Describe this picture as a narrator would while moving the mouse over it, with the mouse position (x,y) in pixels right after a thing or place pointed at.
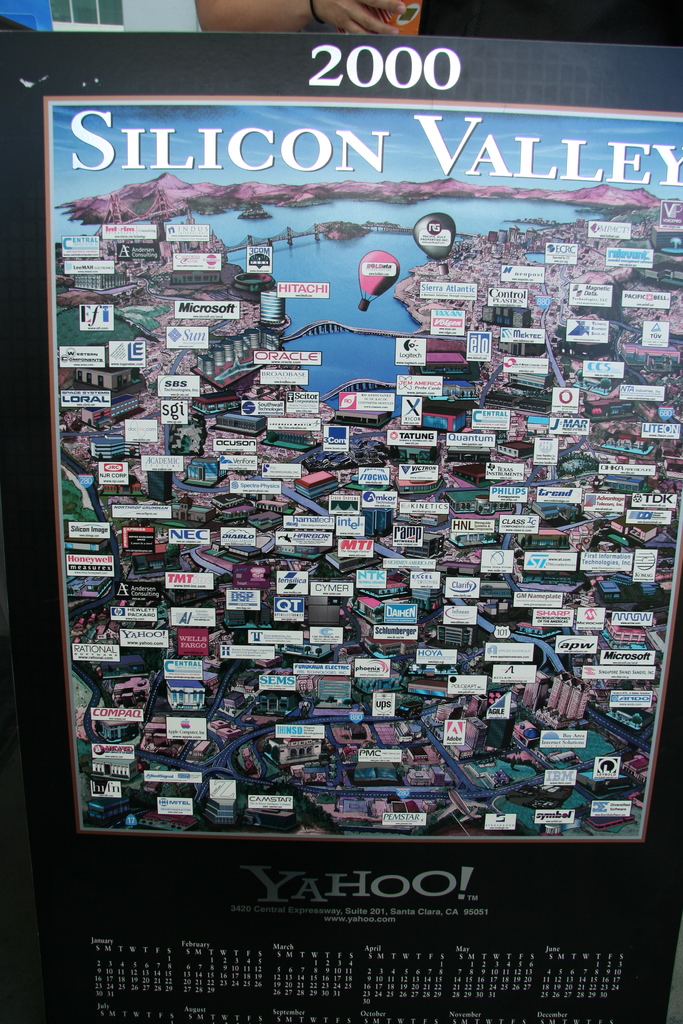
In this image I can see a black colored board (482,895) on which I can see the image of a city (565,226) in which I can see few roads (430,739), few buildings (301,750), few trees (592,461), few air balloons (396,264), a bridge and the water (332,260). I can see few mountains (216,190) and the sky (460,160). At the top of the image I can see a person's hand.
